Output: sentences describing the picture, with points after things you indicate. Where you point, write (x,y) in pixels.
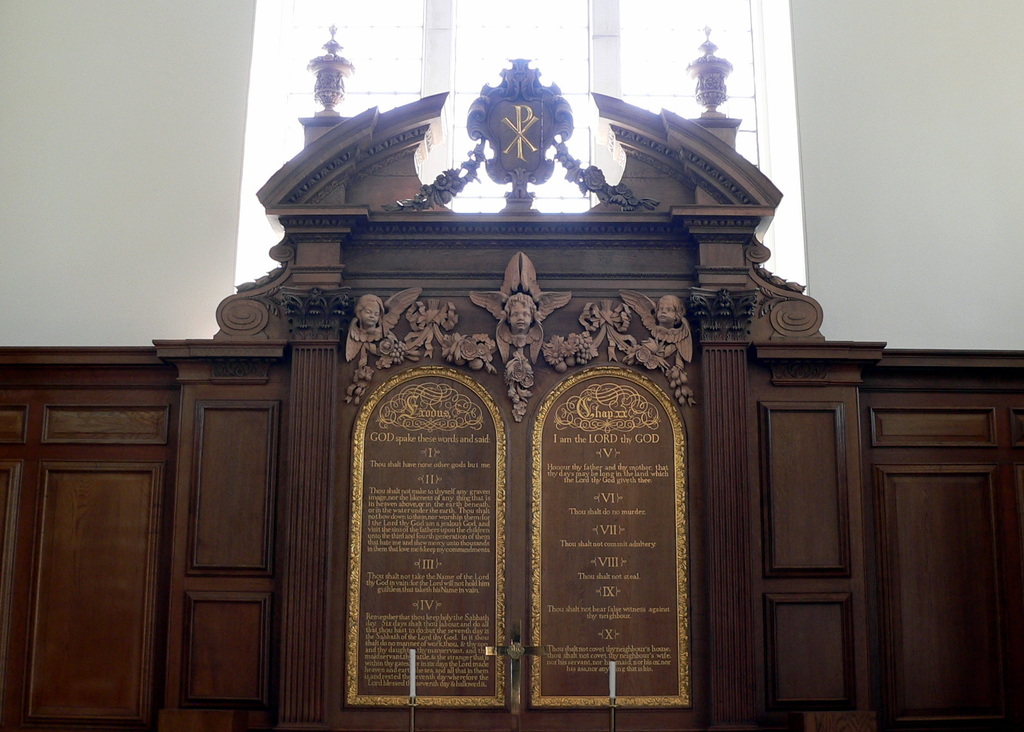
This is the picture of a church altarpiece (473,477) on which there is something written and also we can see some sculptures (512,340) on it.
